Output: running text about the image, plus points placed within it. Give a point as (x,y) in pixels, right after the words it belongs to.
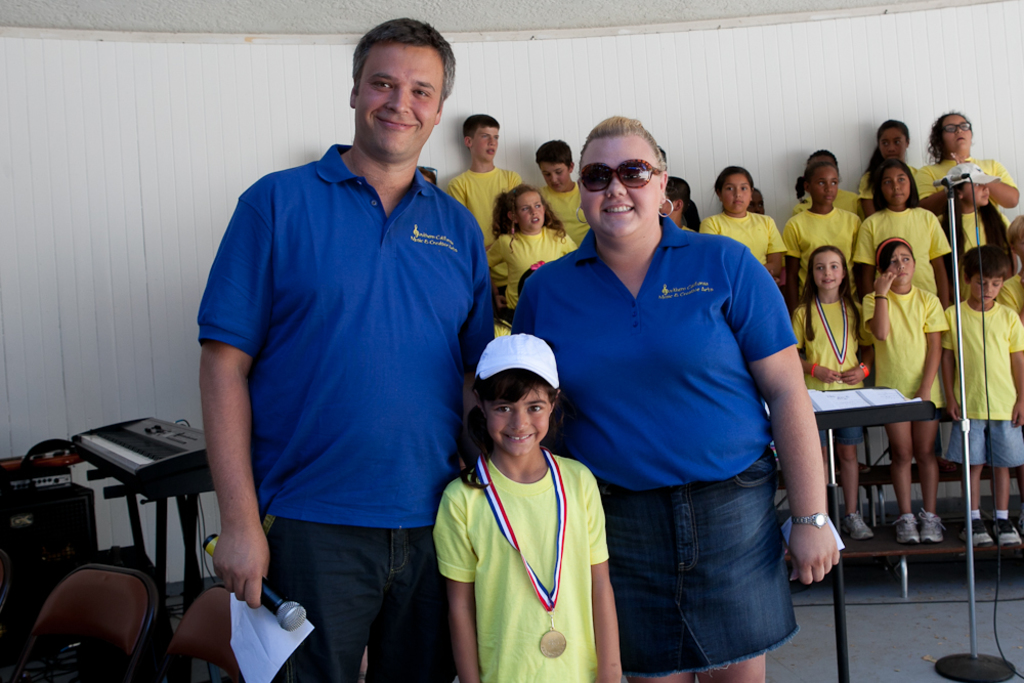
In this image there is a man (442,328) and a woman (614,313) standing. In between them there is a girl (520,487) standing. The man (317,602) is holding a microphone (278,609) in his hand (252,591). Behind them there are children (747,195) standing. Behind the children (735,212) there is a wall (790,70). In front of the children (944,241) there is a microphone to its stand (968,499). To the left (100,572) there are chairs (96,569) and a musical keyboard (120,461).
